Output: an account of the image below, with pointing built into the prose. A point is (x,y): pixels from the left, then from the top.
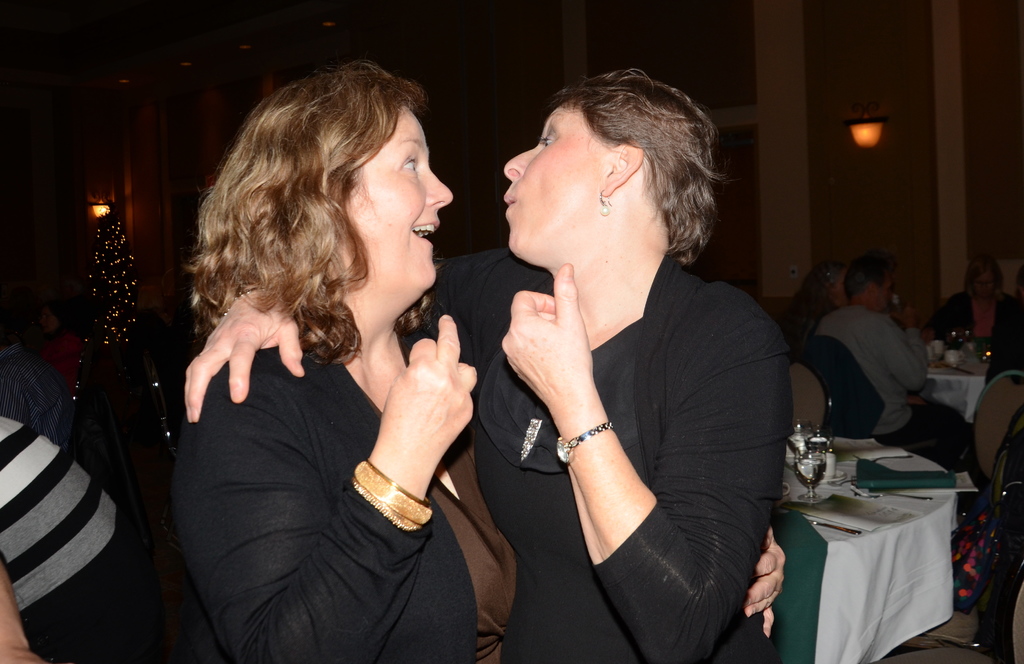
Here in this picture we can see two women (442,399) standing over a place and both of them are making funny faces (425,277) and smiling and behind them we can see number of tables (858,488) and chairs (853,376) present and we can see people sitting on the chairs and eating the stuff (831,459) that is present on the table (850,458) and we can also see glasses (811,430) present on the table (839,473) and on the left side (132,322) we can see a Christmas tree (132,322) that is decorated with lights (116,286) present and we can also see lights (101,212) present on the wall (134,222).
